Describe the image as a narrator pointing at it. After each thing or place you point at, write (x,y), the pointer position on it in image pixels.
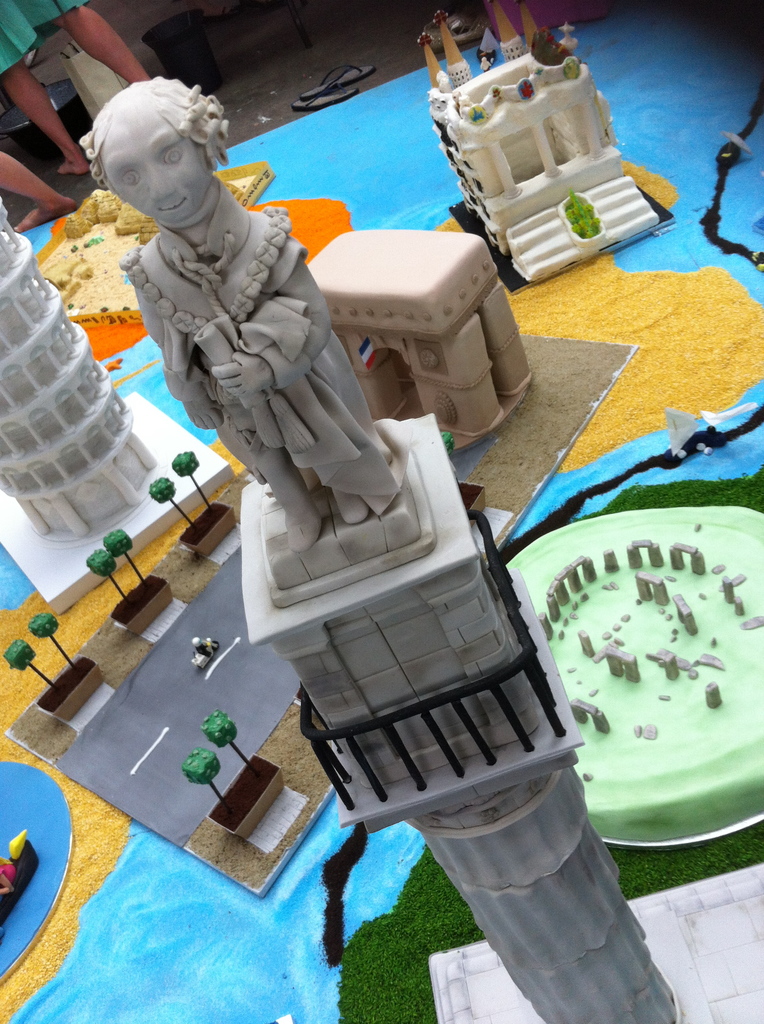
In this picture we can observe a statue (211,300) on the tower (405,793). This is a sample of a project. We can observe road (129,806). On the left side (11,61) there is a person (32,80) standing. In the background (308,98) we can observe sandals (314,103) on the floor (306,72).
